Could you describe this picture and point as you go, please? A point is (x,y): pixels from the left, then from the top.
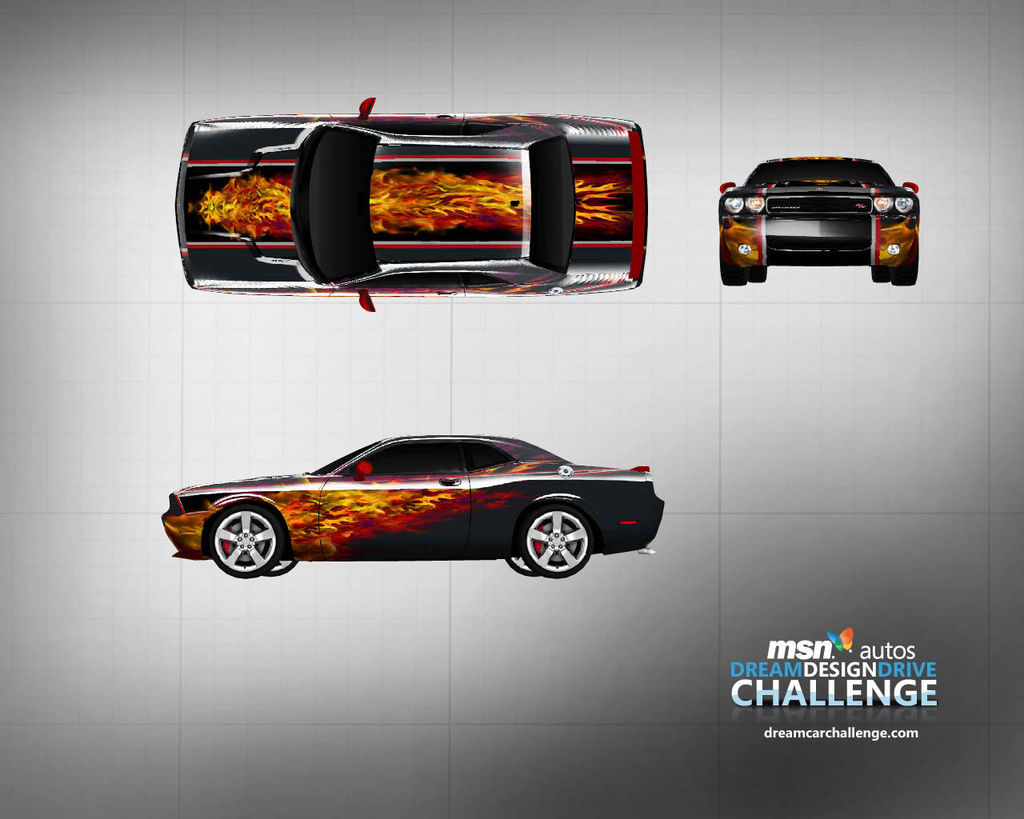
This is an animated and edited image in which there is some text (845,687) written on it and there are images of the car (439,211).
